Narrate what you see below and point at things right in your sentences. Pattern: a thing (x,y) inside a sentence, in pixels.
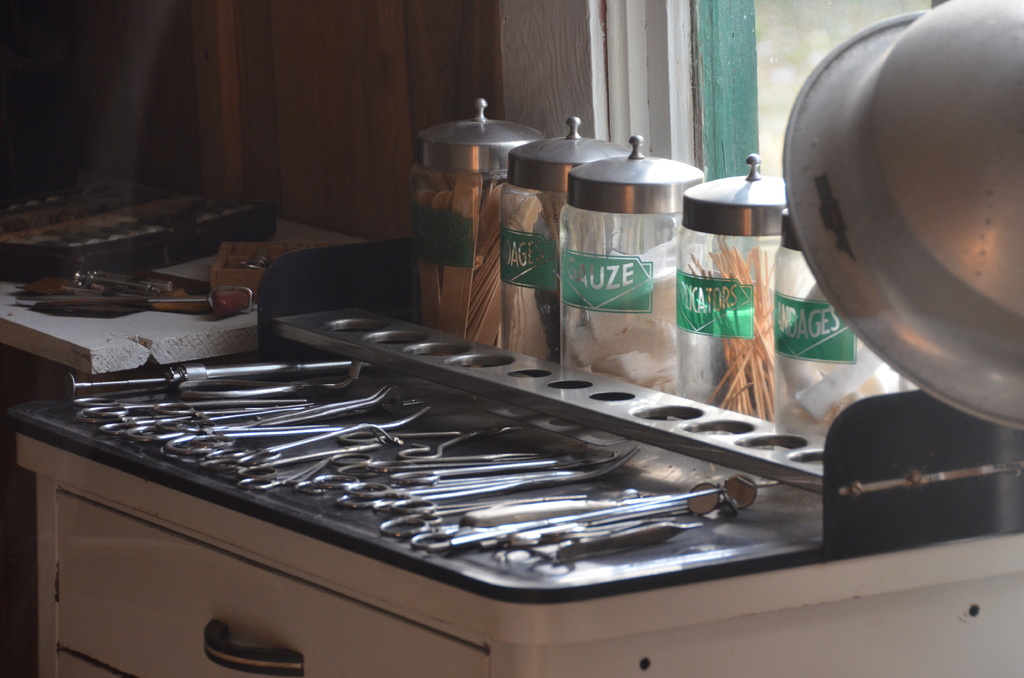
In this image at the bottom (780,584) there is one table (655,610), on the table (797,576) there are some scissors (154,418) and some tools (571,518) and also there are some bottle (496,303). Beside the table (589,571) there are some other objects (139,294), and in the background (704,60) there is a window (632,71).
